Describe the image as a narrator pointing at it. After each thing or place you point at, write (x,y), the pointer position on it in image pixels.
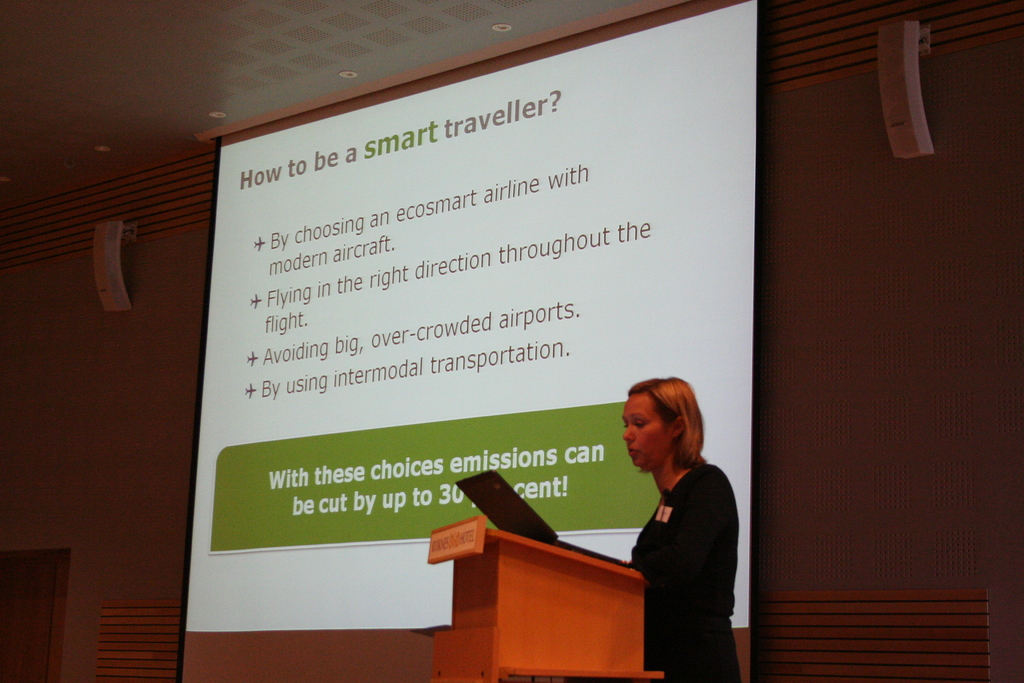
In this image a woman (670,523) is standing behind the podium (570,609) having a laptop (534,530) on it. Behind her there is a screen (539,497) having some text (459,262) displayed on it. Background (35,624) there is a wall (54,383) having a door (53,589).
